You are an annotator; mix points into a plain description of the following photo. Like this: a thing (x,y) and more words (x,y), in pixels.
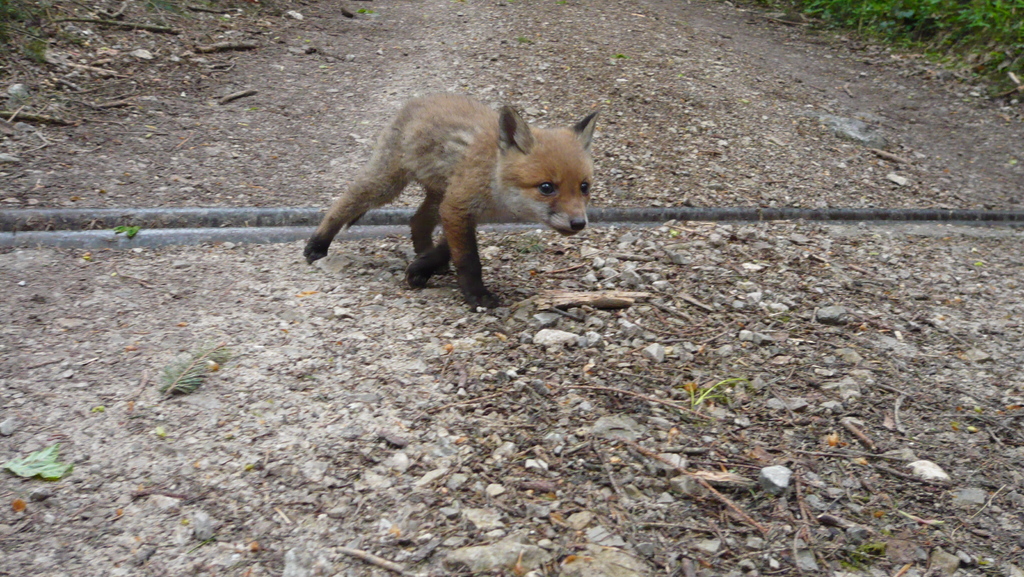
In the image there is a baby fox (349,207) walking on the land (650,345) with stones (585,404) and dry twigs (15,112) and on the right side (955,12) there are plants (958,24) visible.
